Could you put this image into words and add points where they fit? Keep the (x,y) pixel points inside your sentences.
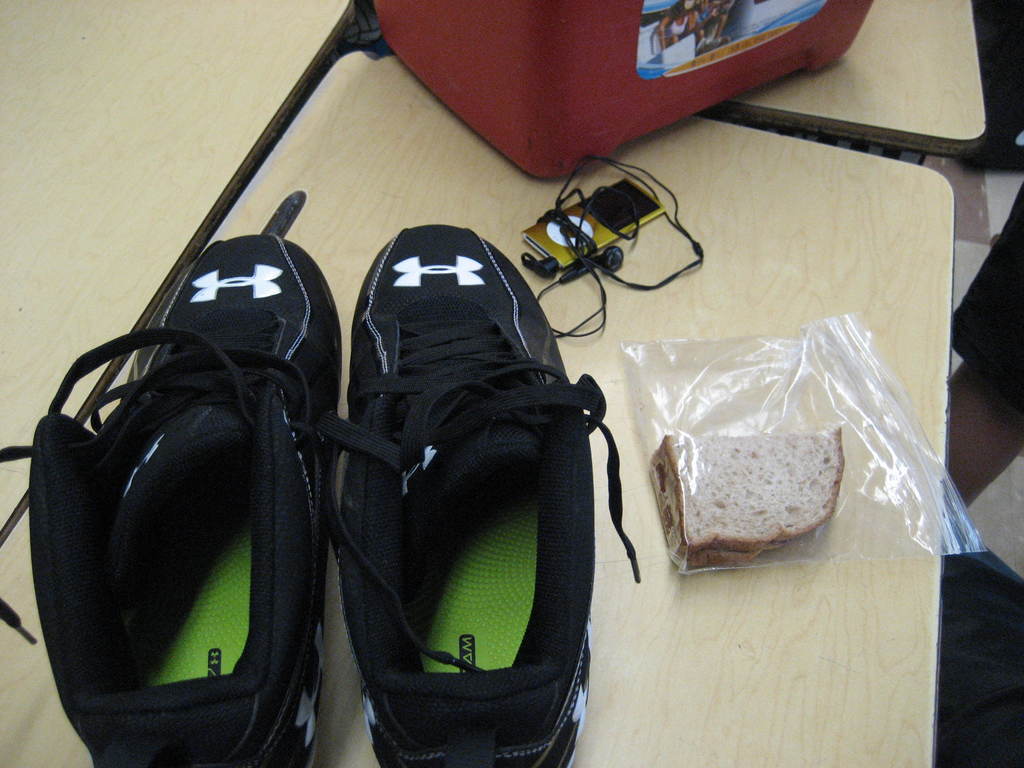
In the image we can see there are shoes (539,543) kept on the table (818,611) and there are breads (776,463) kept in the packet (846,443). There is ipod (585,219) and earphones (608,258) are tied around the ipod (615,226).
